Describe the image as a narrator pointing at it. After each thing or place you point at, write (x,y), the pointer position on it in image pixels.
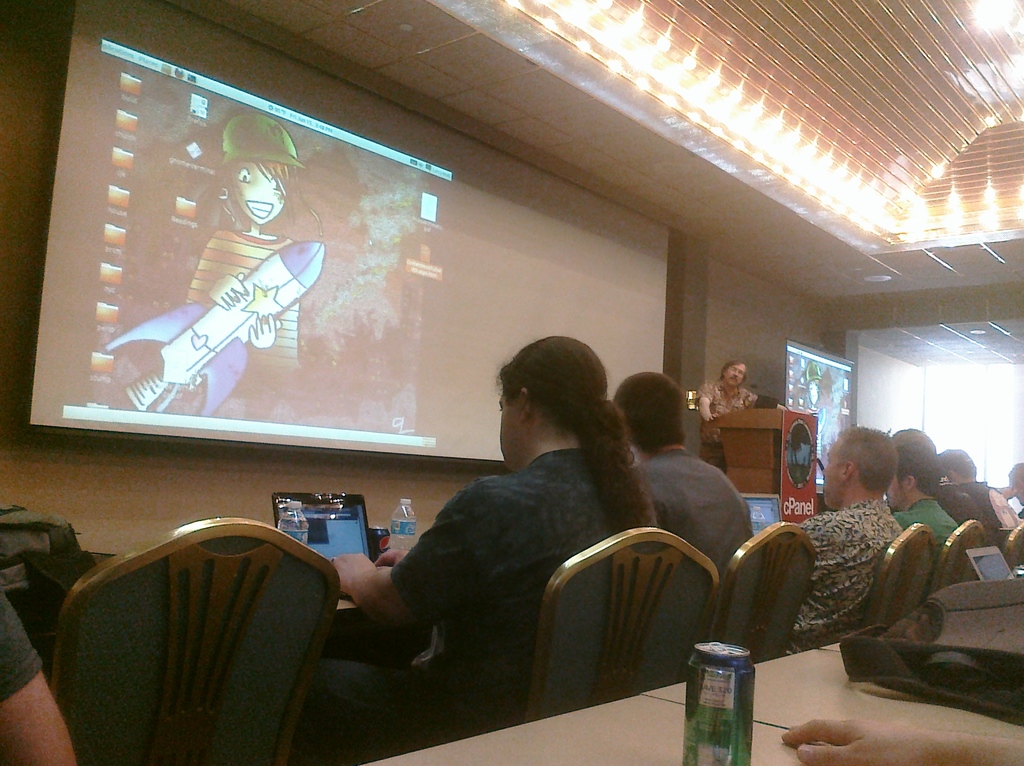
As we can see in the image there is a screen (374,251), few people (957,500) sitting on chairs (140,694) and there are table (559,720). On table (659,699) there is a bag (966,632), tin (699,716) and laptop (355,526).
